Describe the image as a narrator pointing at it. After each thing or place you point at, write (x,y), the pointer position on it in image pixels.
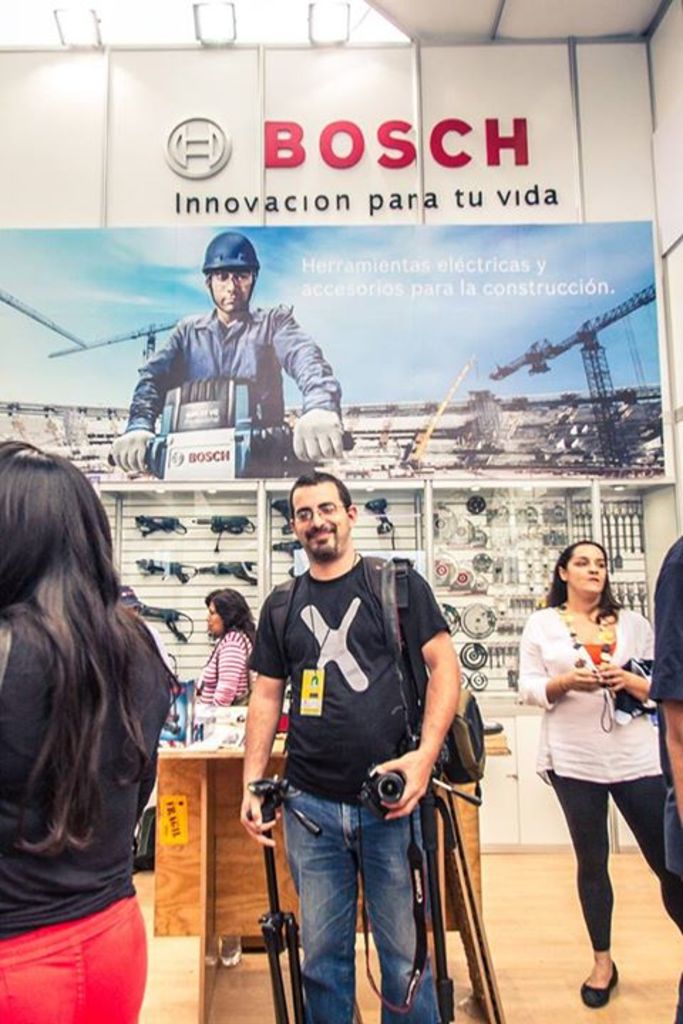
In this image I can see a group of people (364,686) on the floor (621,880). In the background (179,588) I can see a table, shelves (179,601) in which tools (175,569) are there and a hoarding (387,455). This image is taken may be during a day in a shop (496,878).
